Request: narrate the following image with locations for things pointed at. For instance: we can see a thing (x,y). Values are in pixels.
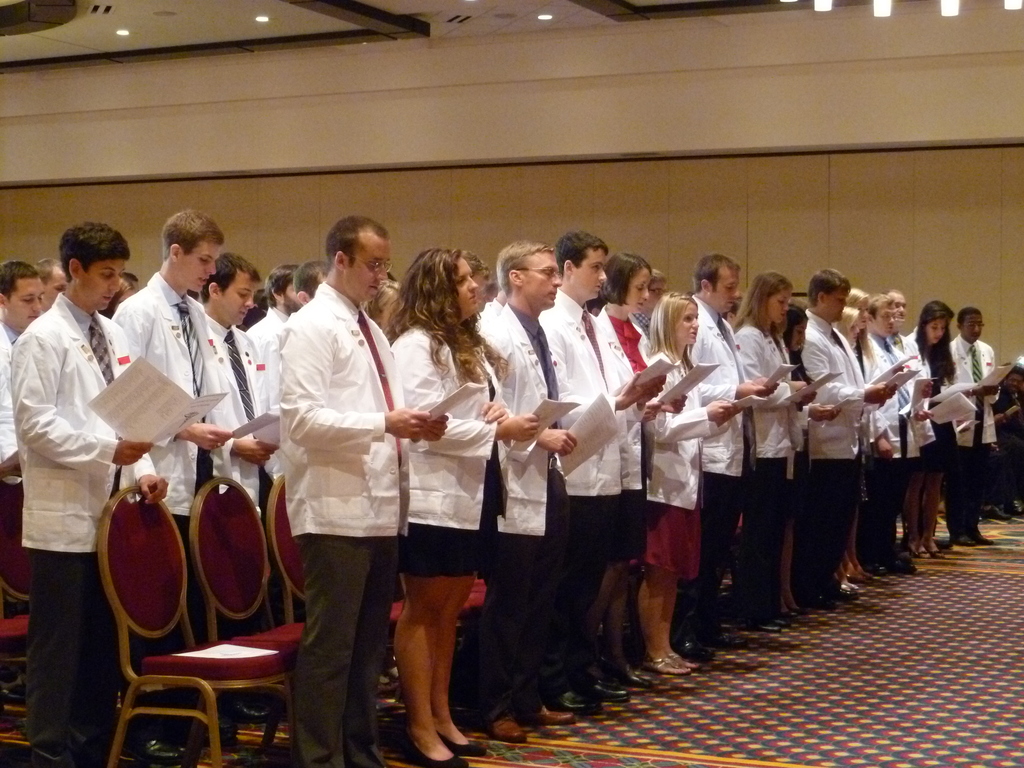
In the picture we can see men (313,385) and women (409,350) are standing and holding a paper (139,433), and we can also see some chairs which are red in colour and in the background (259,134) we can find a wall (880,165) which is light brown and white. To the ceiling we can see lights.
